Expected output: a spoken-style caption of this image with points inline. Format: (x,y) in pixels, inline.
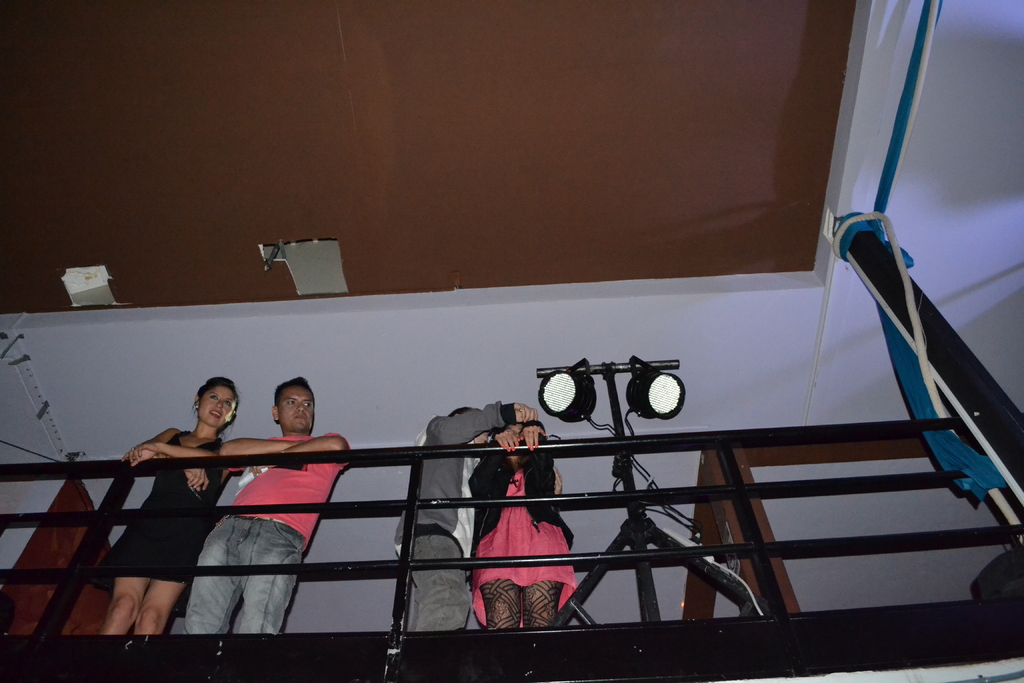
In this picture we can see a few people (513,510) standing. There is some railing (491,449). We can the lights (587,382) and a stand (620,421). There are a few objects (940,441) visible on the right side (938,441).
